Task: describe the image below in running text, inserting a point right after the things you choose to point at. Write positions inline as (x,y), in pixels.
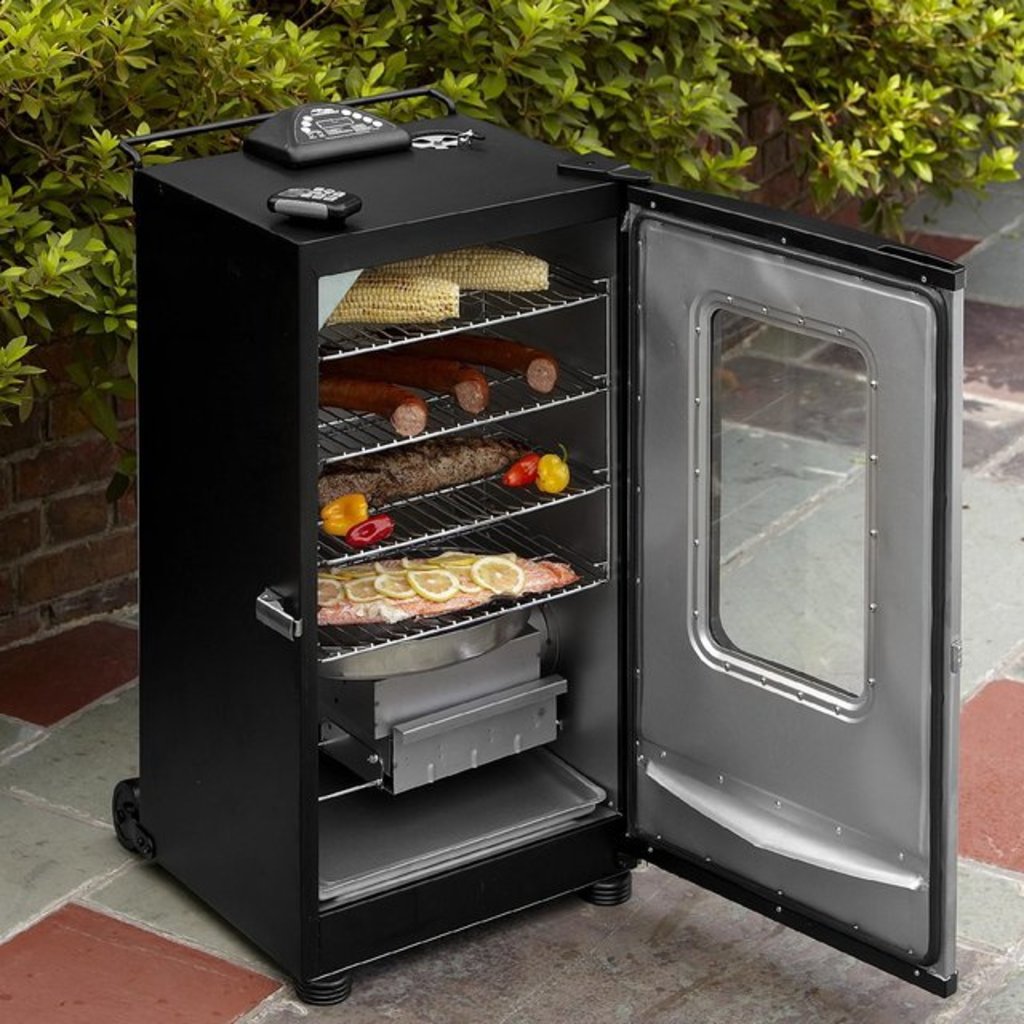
The picture consists of an electric smoker (436,232). In the smoker (422,239) there are corn (447,302), sausages (460,399) other food items (439,558). At the top (83,139) there are plants (388,90). In the left side (73,530) there is a brick wall (28,464).
